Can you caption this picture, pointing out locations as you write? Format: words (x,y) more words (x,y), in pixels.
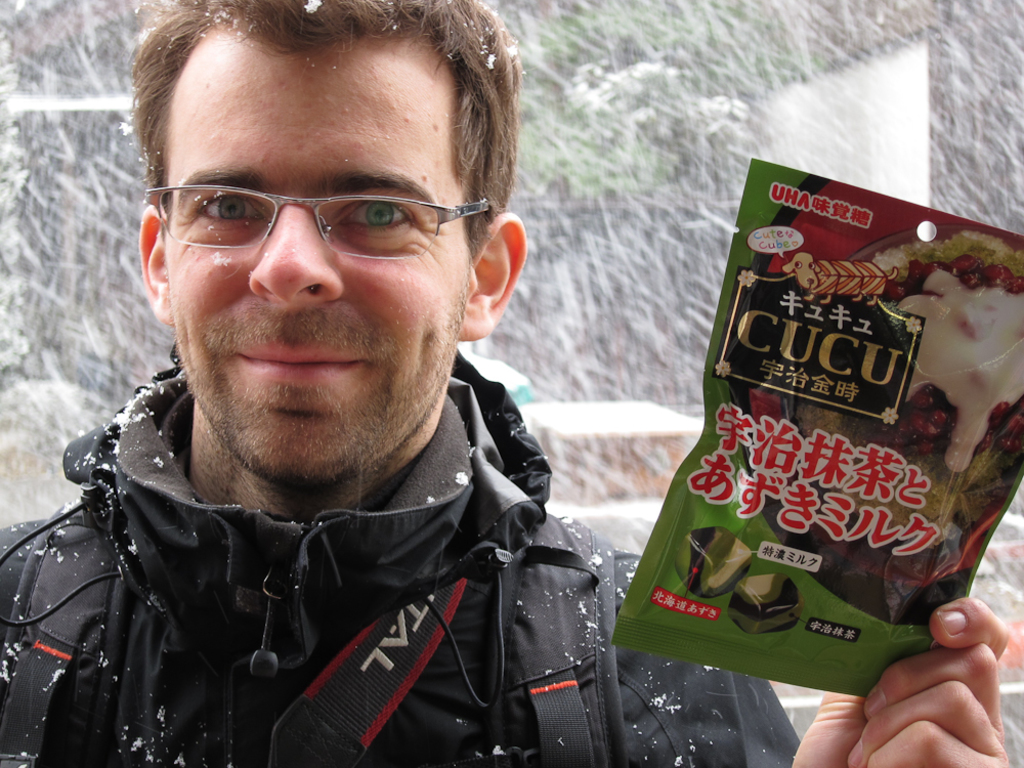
In the image there is a man (321,427) who is wearing glasses (359,240) and holding a cover (825,579) which is labelled as 'CUCU'. In background (729,132) there is a snowfall (647,157).
